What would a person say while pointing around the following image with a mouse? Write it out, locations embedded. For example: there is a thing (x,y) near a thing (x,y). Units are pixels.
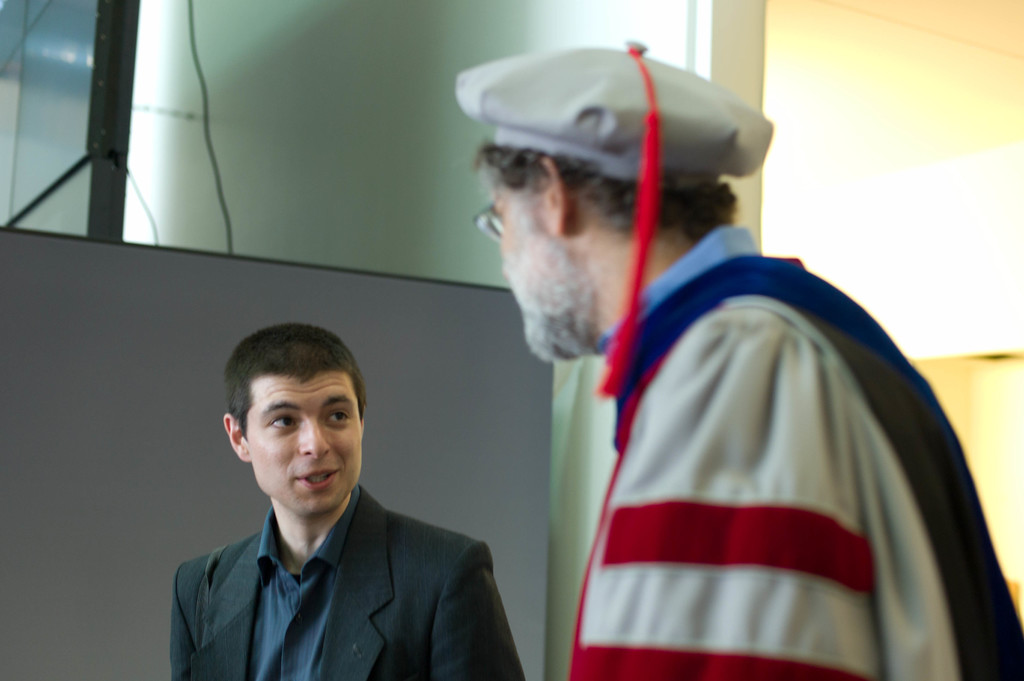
Here we can see two people (316,511). This person (323,476) is looking at the opposite person (638,324). This man (646,280) wore a cap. Background (493,369) we can see wall (408,192), cable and boards (390,407).
